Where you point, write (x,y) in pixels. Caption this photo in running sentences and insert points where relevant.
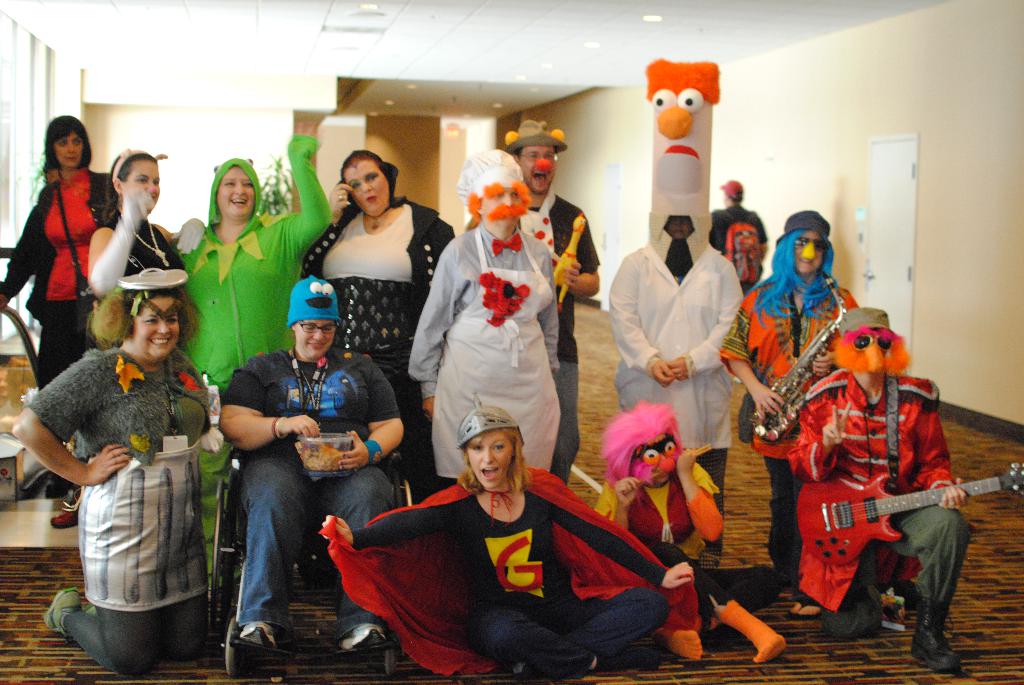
In this image there are few persons (239,334) standing on the floor (2,679) and they wore fancy dresses (412,392) and among them a person (290,556) is sitting on a wheelchair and holding a box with food item (336,467) in it in her hands (360,460), few (819,412) are holding musical instruments (793,369) and few persons (816,459) are standing on the knees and few persons (596,592) are sitting on the floor (508,683). In the background (846,99) there is a mascot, door (904,208), wall (961,190), lights (362,6) on the ceiling (220,5) and on the left side (44,110) we can see glass door (30,130) and plants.
